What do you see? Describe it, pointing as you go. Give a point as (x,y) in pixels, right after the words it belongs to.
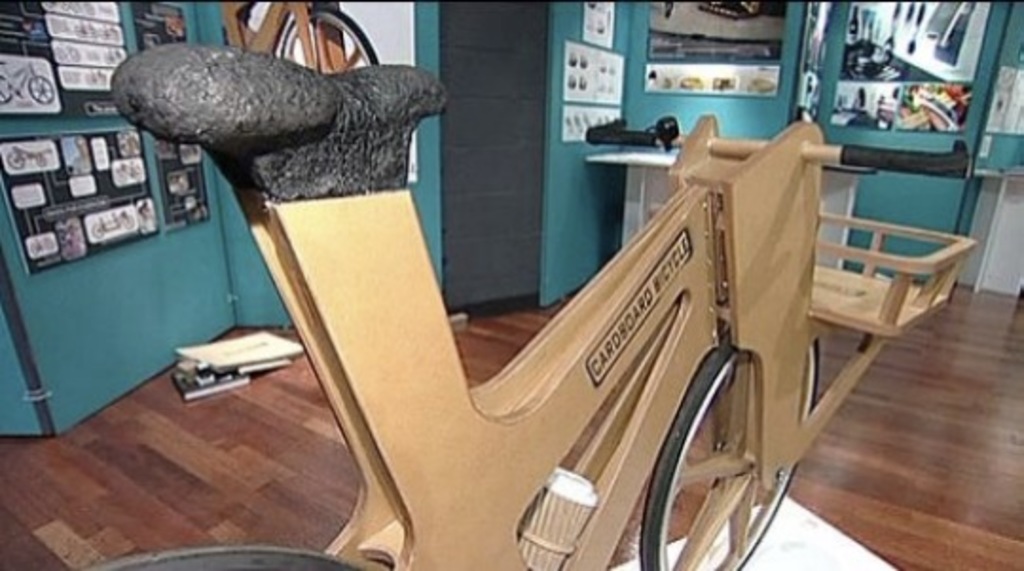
In this picture we can see there is a cardboard bike (509,430), boxes (205,381) and a desk (629,211) on the floor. Behind the cardboard bike (707,123) there are boards (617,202) on the wall (198,337).
